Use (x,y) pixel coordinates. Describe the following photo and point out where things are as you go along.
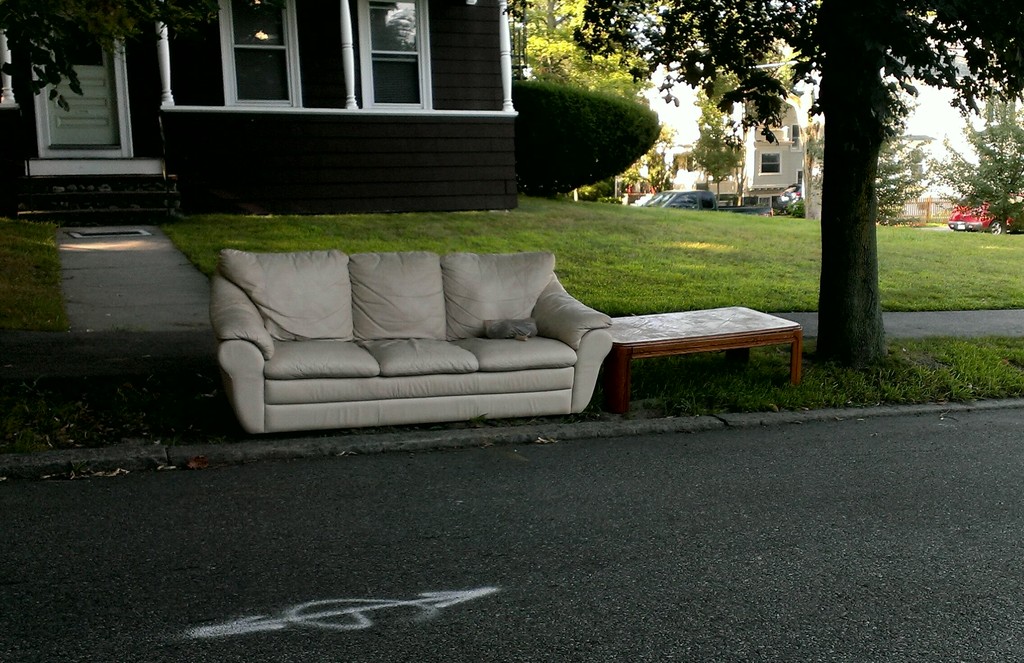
A sofa (409,349) and a table (679,346) are placed beside a road (745,529) in front of a house (207,79).
